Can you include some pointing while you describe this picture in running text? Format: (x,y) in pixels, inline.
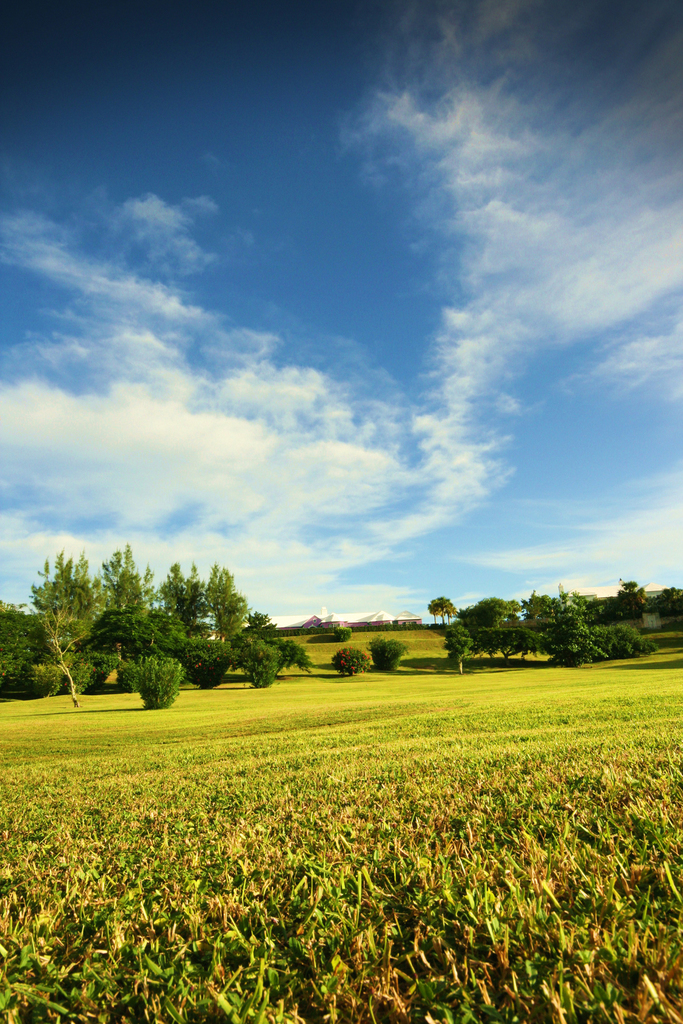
In the image there are many trees (98,641) in the background (150,646) on the grassland (307,773) and above its sky (335,354) with clouds (638,242).
